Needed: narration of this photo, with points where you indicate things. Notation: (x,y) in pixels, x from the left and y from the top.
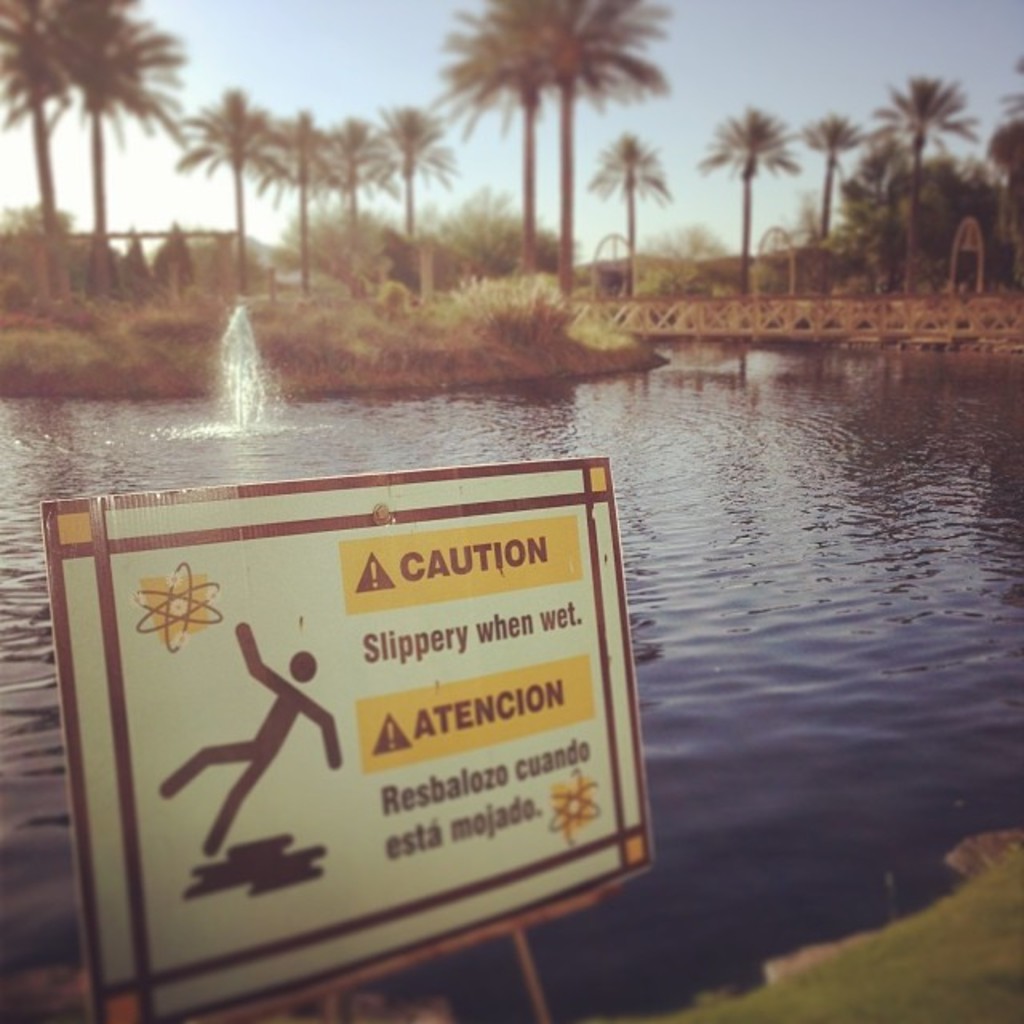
In the picture there is a river (748,355) and in the front (259,832) there is a caution board (372,725) and there is a bridge (728,301) across the river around the river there are a lot of plants (859,260).
